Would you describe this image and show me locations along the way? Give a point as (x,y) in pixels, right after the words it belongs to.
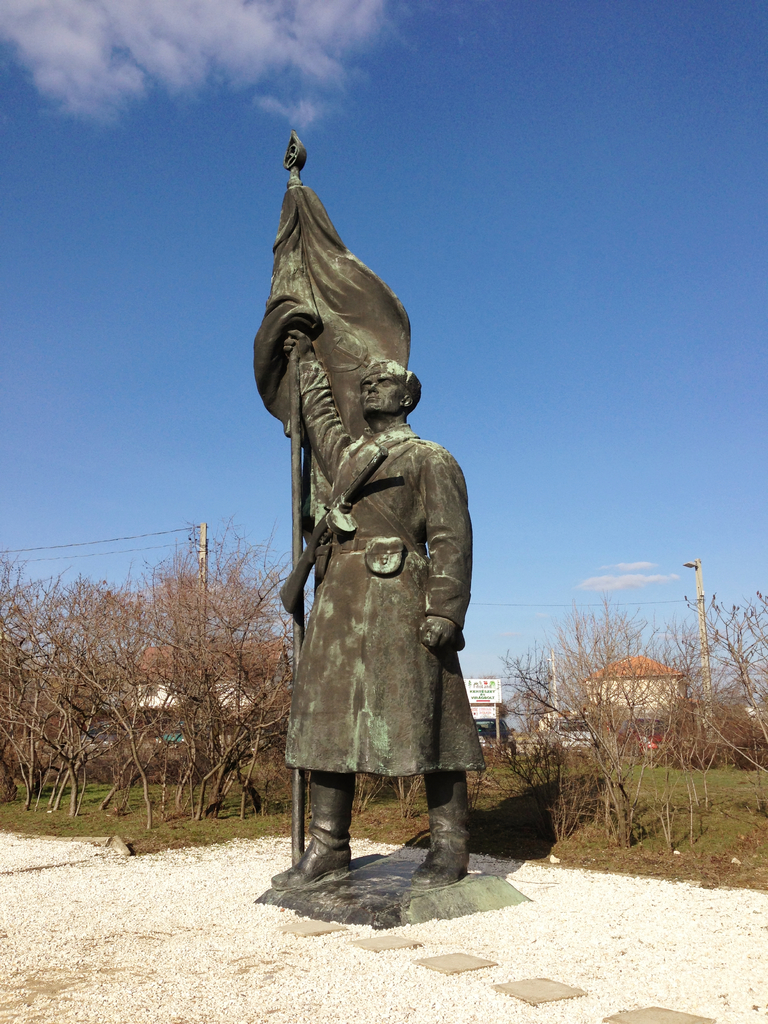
In this image we can see a statue of a person (421,513) placed on the ground (544,948). In the background (124,747), we can see buildings (654,697), trees (117,754), some poles (200,591) and the sky (543,263).
